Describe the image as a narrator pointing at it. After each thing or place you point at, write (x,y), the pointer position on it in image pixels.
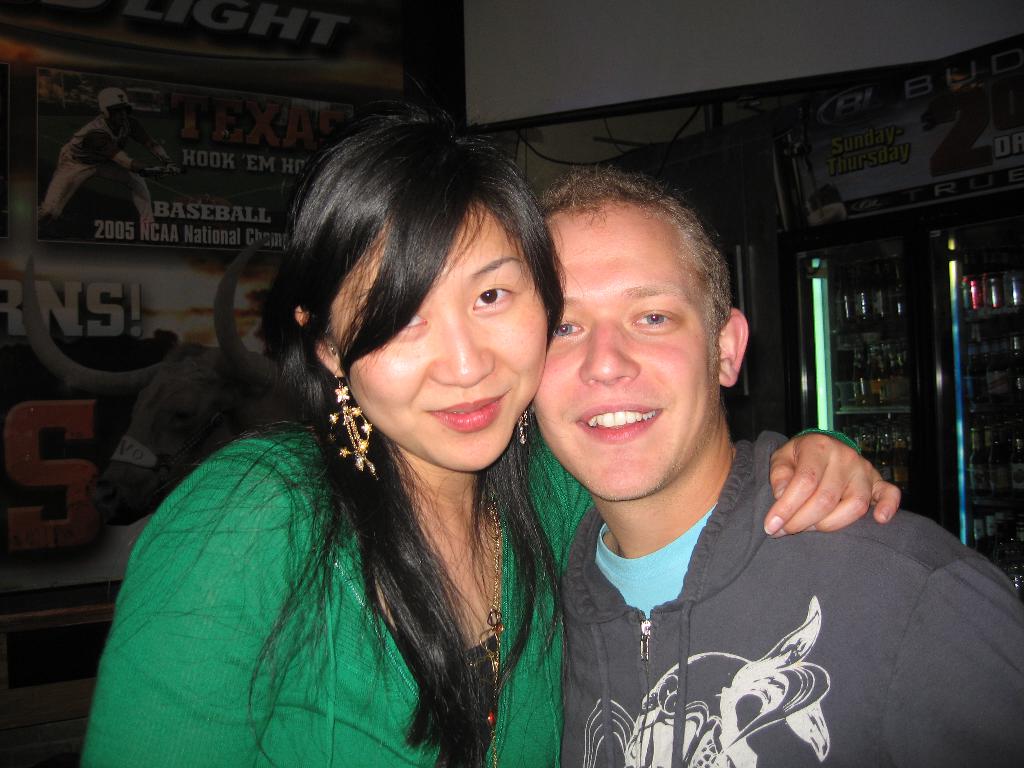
In this image I can see two people (479,314) with green, grey and blue color dresses (561,652). In the background (232,113) I can see the banner (193,147) and there are things (859,377) inside the refrigerator (867,378).
